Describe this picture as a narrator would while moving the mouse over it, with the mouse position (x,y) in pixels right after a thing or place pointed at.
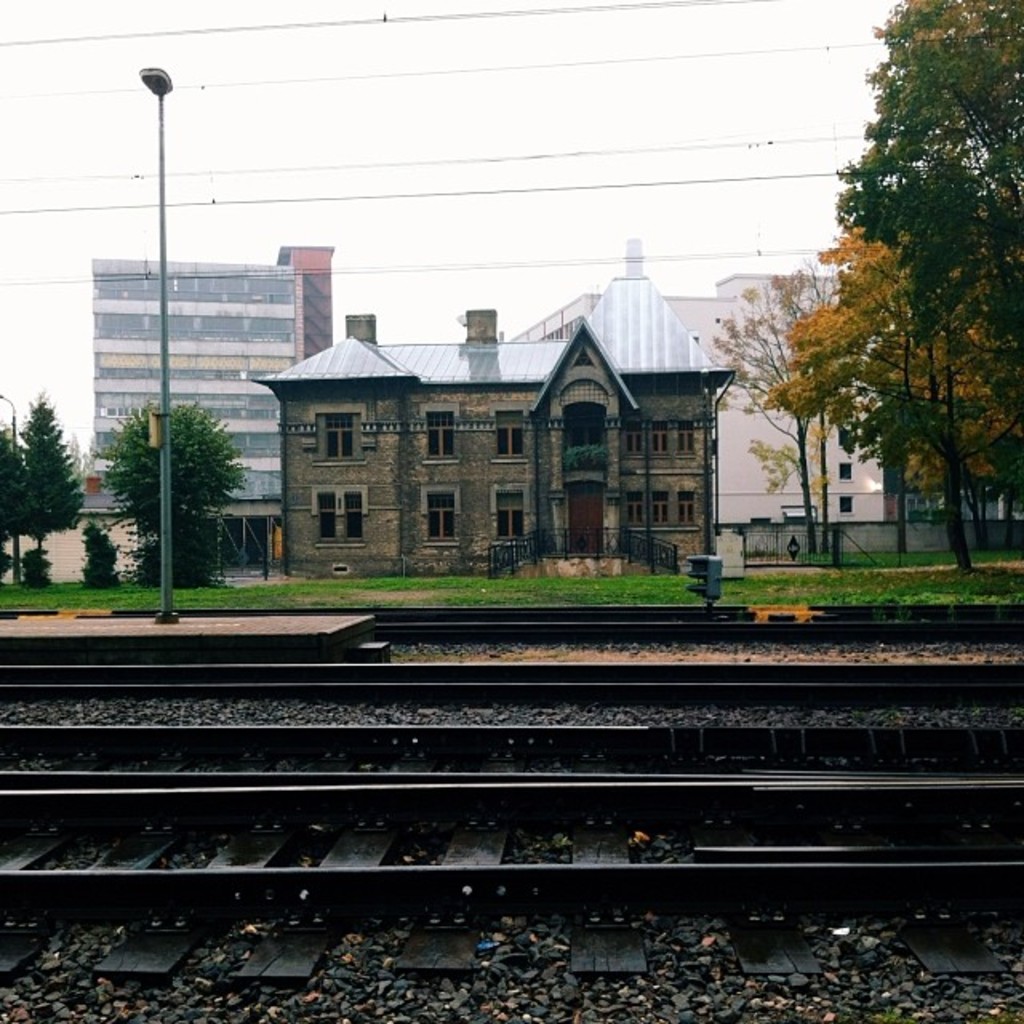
In this image we can see railway tracks (415,699). There are stones (383,951) on the ground (638,966). And there is a light pole (168,426). In the background (141,485) there are trees (57,490) and buildings (210,313) with windows (244,409). Also there is sky (242,108).
